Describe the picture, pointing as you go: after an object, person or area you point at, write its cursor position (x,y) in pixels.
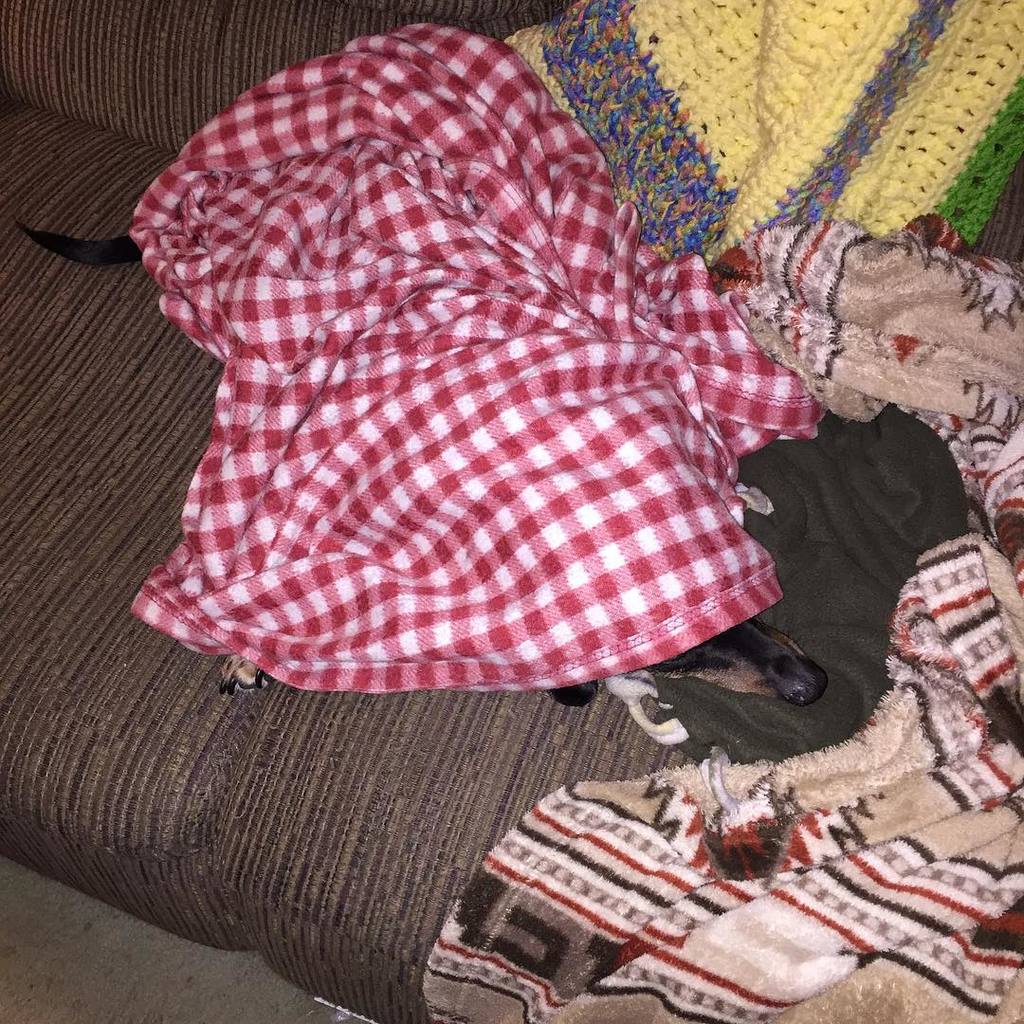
In this image we can see there are some bed sheets (350,447), under the bed sheet (519,470) there is a dog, sleeping on the sofa (323,761).
